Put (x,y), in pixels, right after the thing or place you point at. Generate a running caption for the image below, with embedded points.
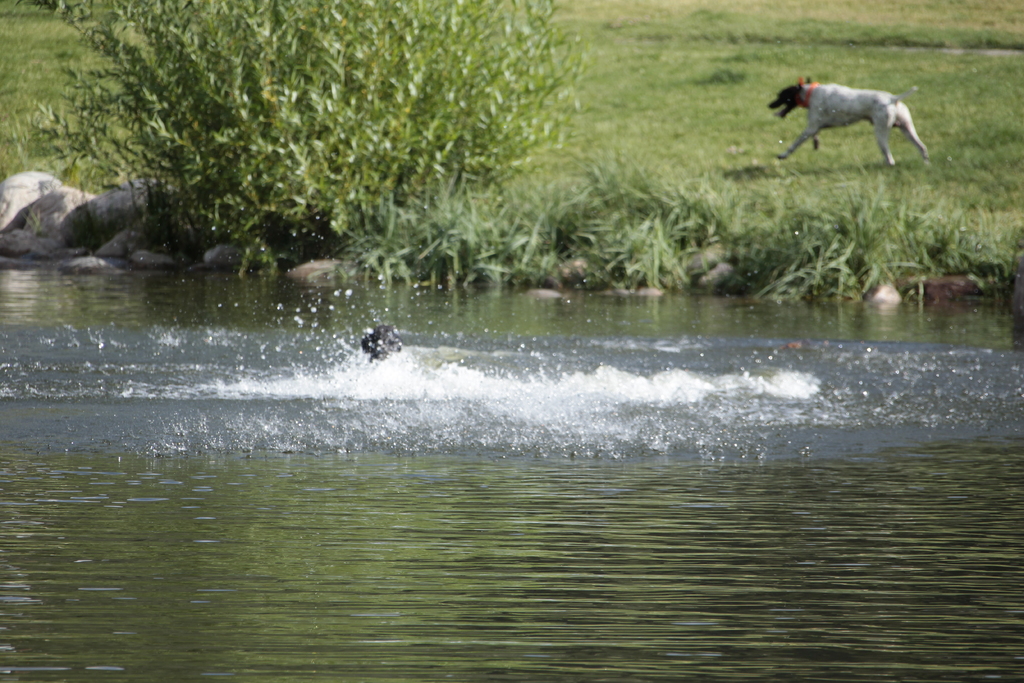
In the foreground of this image (541,540), there is water (512,519) and a dog (438,348) in it. In the background (427,182), there is a plant (278,172), stones (71,218), grass (818,192) and a dog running on the grass (778,176).
